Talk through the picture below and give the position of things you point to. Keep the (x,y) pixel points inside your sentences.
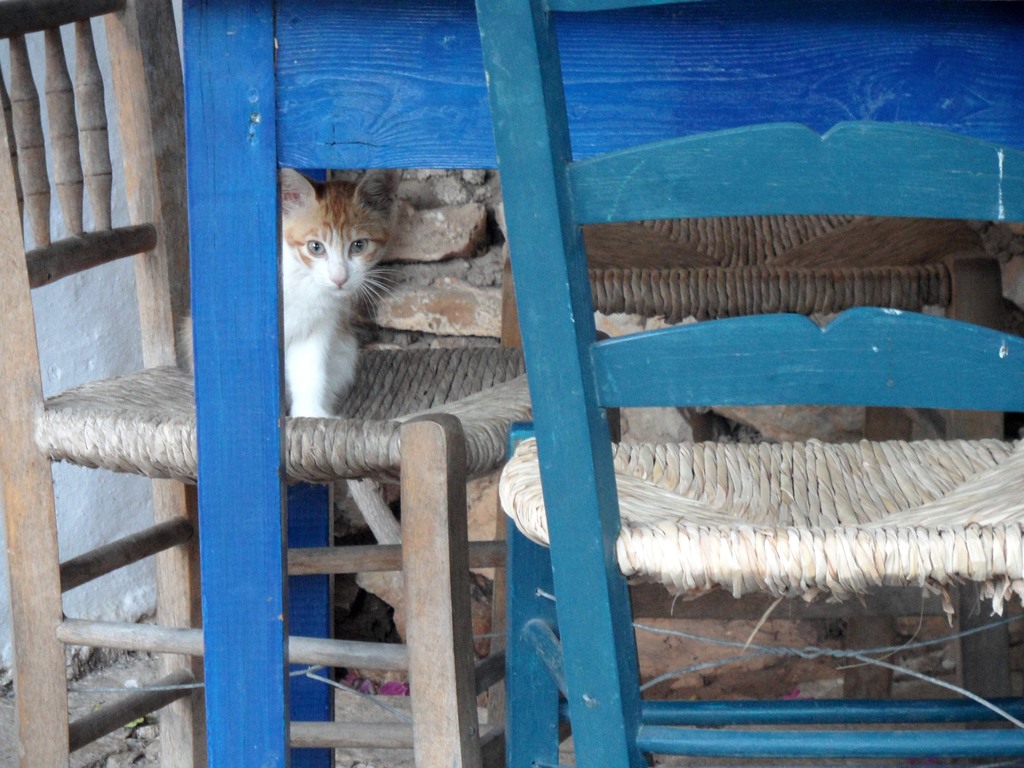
In this image there is a cat (298,255) standing on a chair (358,397), the cat (344,277) is staring, beside the cat (325,272) there is another chair (534,360).
